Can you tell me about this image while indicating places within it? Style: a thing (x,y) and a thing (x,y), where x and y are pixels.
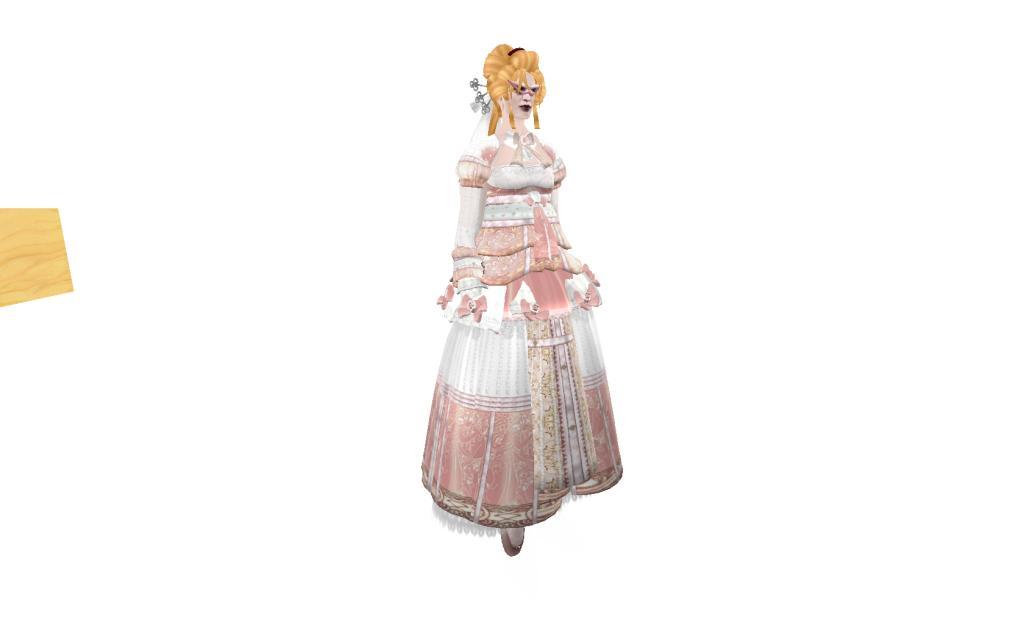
In this image we can see the depiction of a woman (461,295) wearing the dress (543,360). On the left (52,247) there is an object (52,237) and the background of the image (54,178) is in white color.
